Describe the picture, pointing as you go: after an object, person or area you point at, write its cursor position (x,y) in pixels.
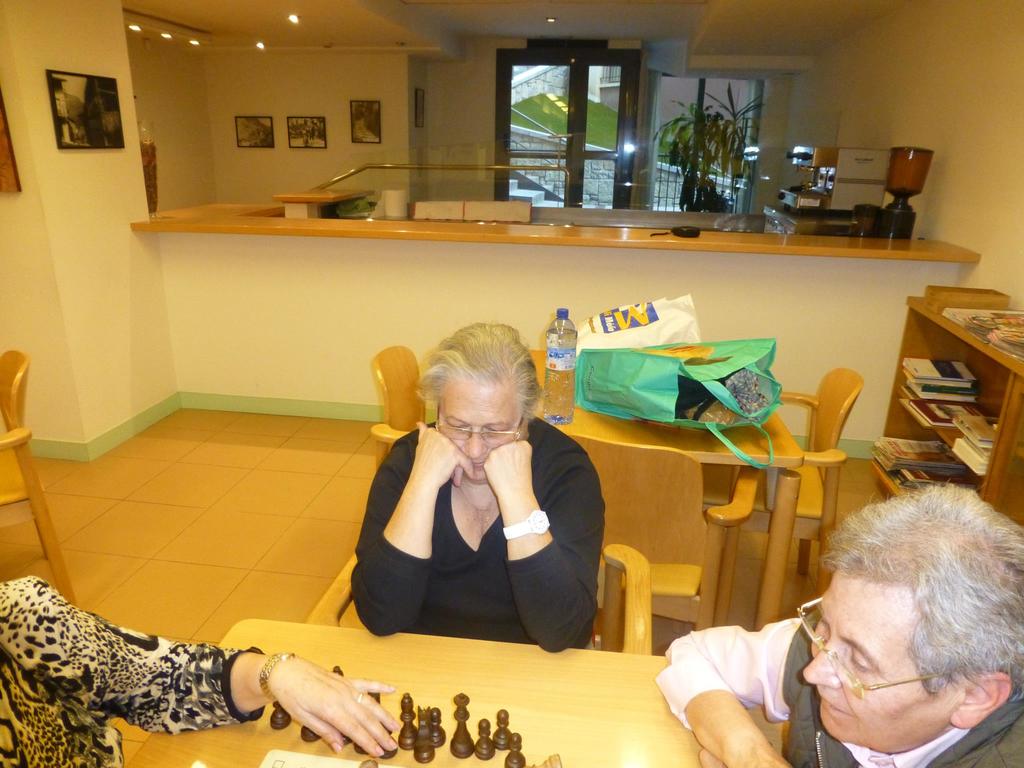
In this image we can see three women (897,760) are sitting on the chairs (346,608) and playing chess (370,766). In front of them, we can see a table (549,682). In the background (661,358), we can see table (720,444), chairs (403,398), carry bags (678,375), bottle (563,402), floor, countertop (209,222), wall (571,280), door (580,78) and frames (295,144) on the wall (195,140). Behind the door (582,108), we can see stairs (515,181), grass (605,118), plant (694,167) and railing (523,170). On the right side of the image (1016,344), we can see books (944,398), rack (991,401), machine (843,167) and an object (919,156). At the top of the image (430,20), we can see the roof (286,21) and lights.
